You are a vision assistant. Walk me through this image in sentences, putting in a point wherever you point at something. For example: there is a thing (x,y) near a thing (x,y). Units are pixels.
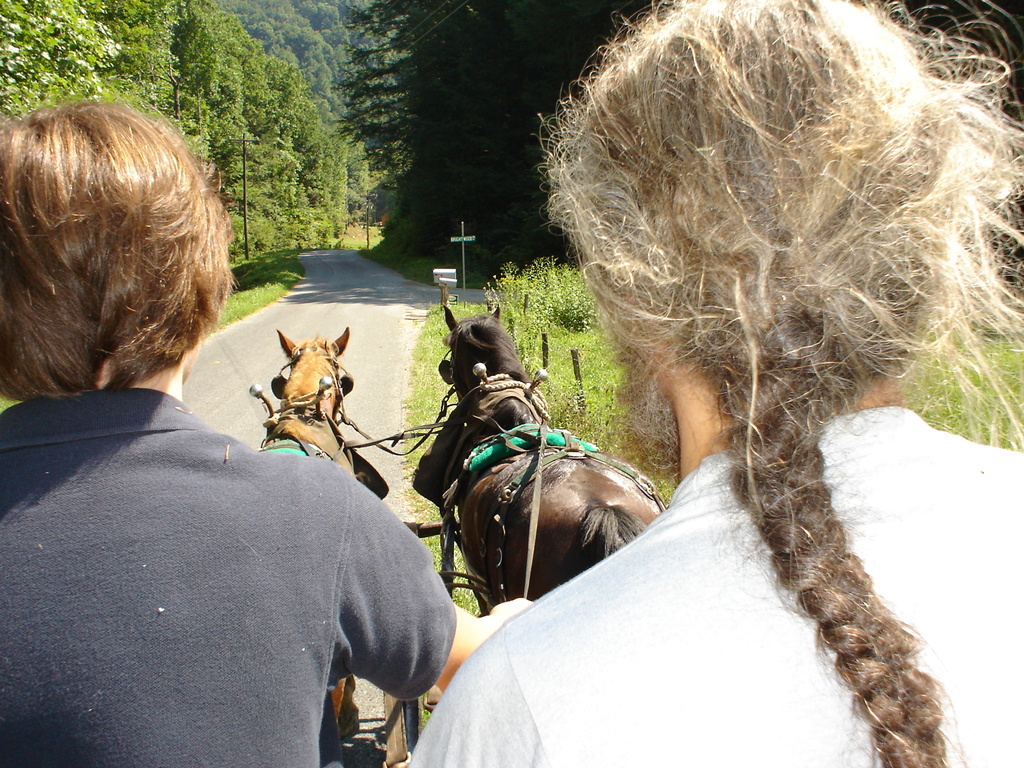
This is the man (276,481) and woman (760,498) sitting. These are the two horses (321,420) with belts (483,410) and other things (300,414) attached to the horse (568,498). This is the road (374,334). These are the trees (215,65). I can see small plants (563,320) and bushes (565,307). This looks like a pole (463,277) with a board (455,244) attached. I think these are the current poles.
